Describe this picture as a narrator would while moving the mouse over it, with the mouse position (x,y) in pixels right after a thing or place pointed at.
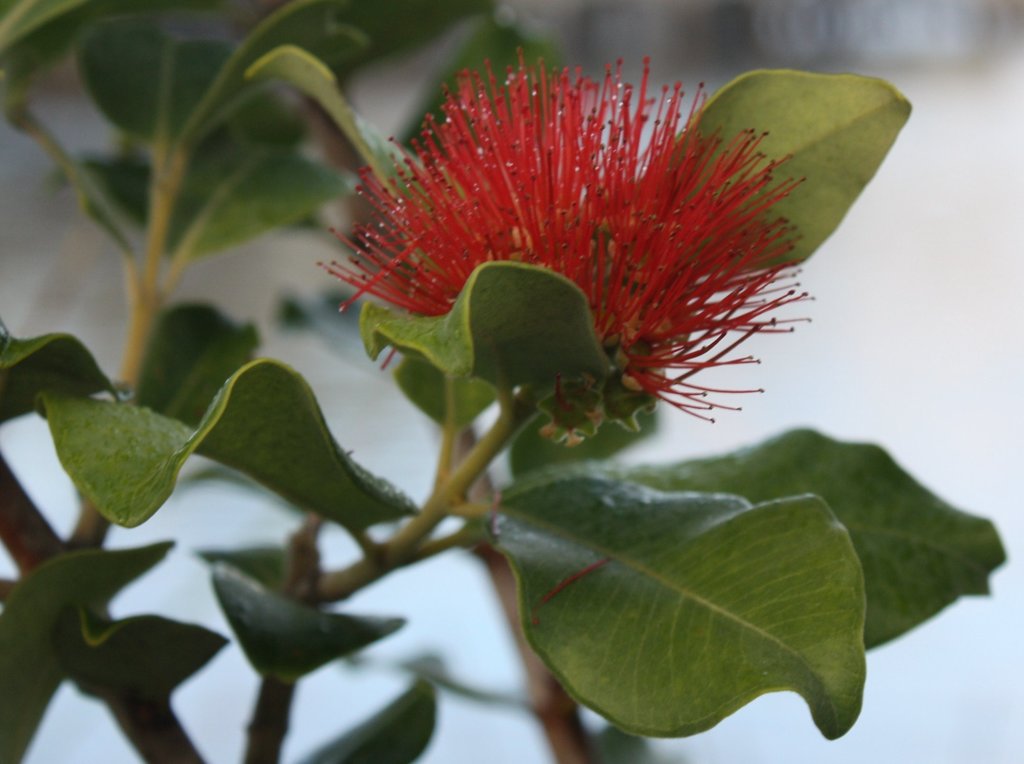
In this image we can see a plant (251,380) with flower (520,202) on it and the background (317,315) is blurred.
